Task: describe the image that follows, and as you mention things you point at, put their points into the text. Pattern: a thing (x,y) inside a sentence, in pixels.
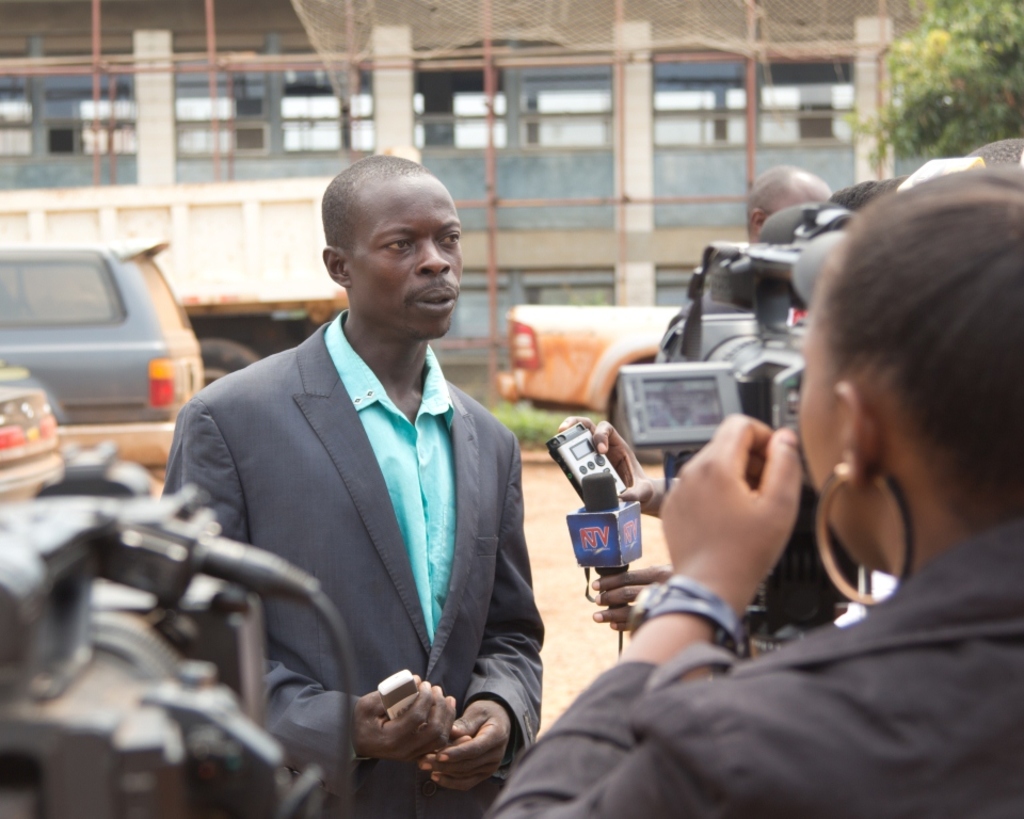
On the left (91,579) at the bottom corner (164,677) we can see a camera (146,604) and on the right (811,461) there are few persons (864,652) holding cameras (761,337), mic (595,539) and a recorder (608,461) in their hands (626,498). In the middle (386,410) we can see a man (419,565) standing and holding a mobile (406,702) in his hands (440,729). In the background (82,374) there are vehicles (122,326) on the road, poles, net (672,28) and a tree (944,71) and some other objects (584,93).
